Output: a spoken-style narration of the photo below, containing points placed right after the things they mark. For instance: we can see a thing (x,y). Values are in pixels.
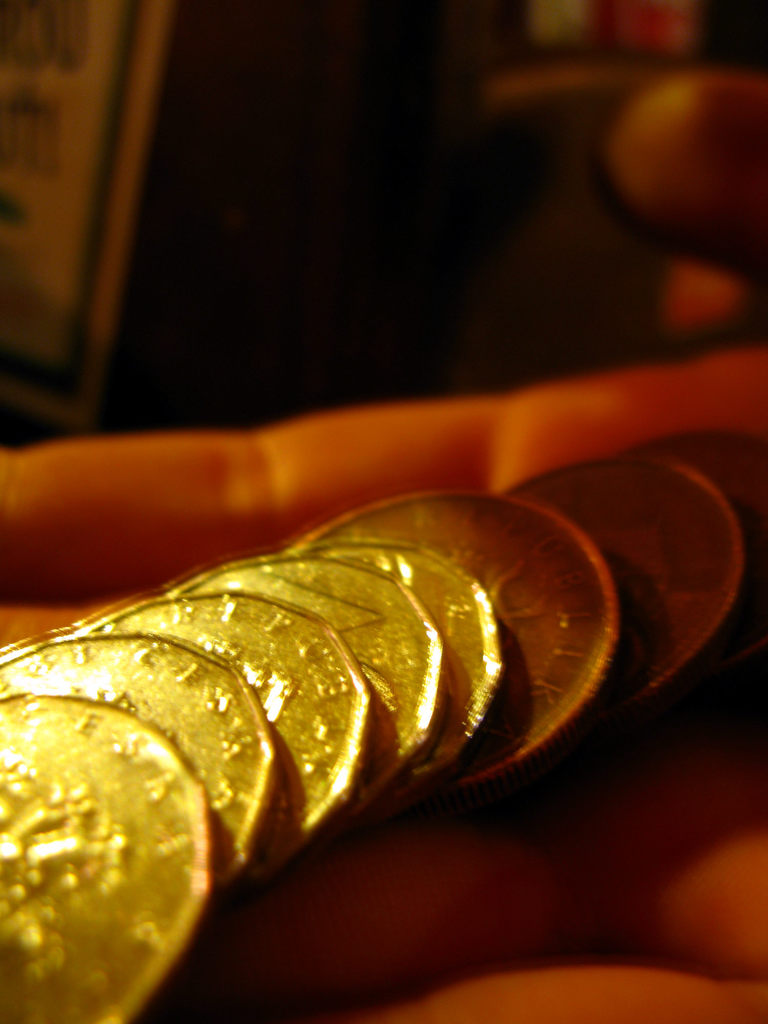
In this picture we can see coins (39,795) on hand (655,827) of a person (665,785). In the background of the image (237,331) it is blurry.
